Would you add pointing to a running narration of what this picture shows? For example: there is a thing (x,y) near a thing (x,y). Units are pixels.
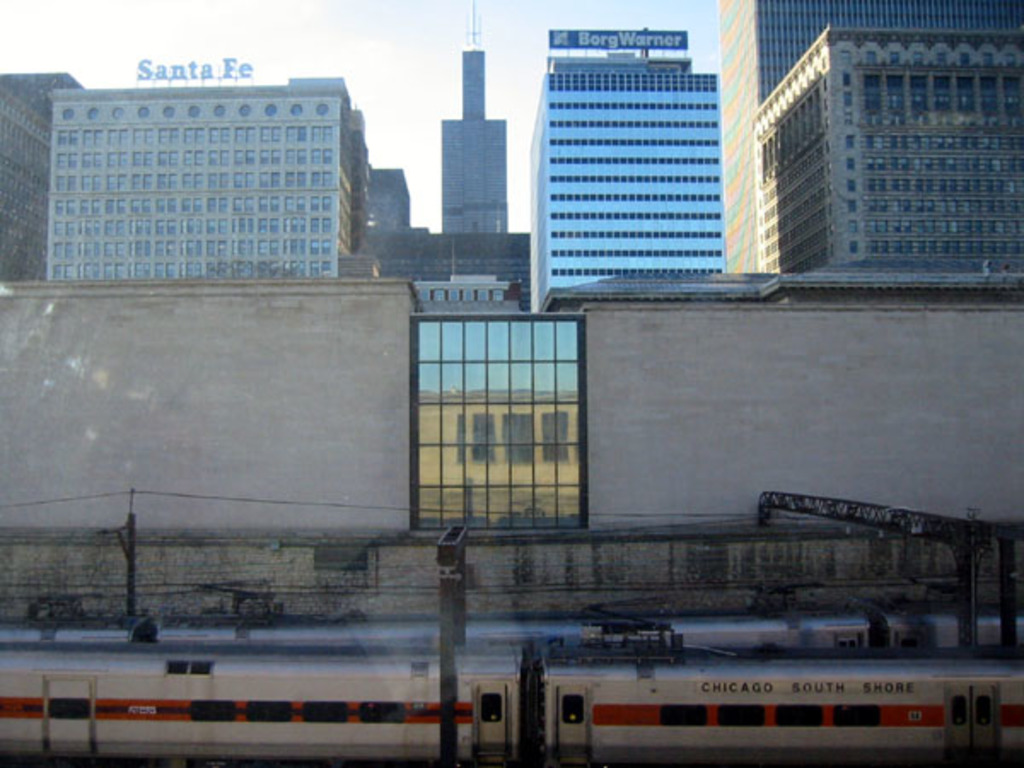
In this image we can see a few buildings (200,128) with windows (173,158), at the bottom of the image (18,755) we can see the trains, there are poles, boards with text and the wall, in the background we can see the sky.
